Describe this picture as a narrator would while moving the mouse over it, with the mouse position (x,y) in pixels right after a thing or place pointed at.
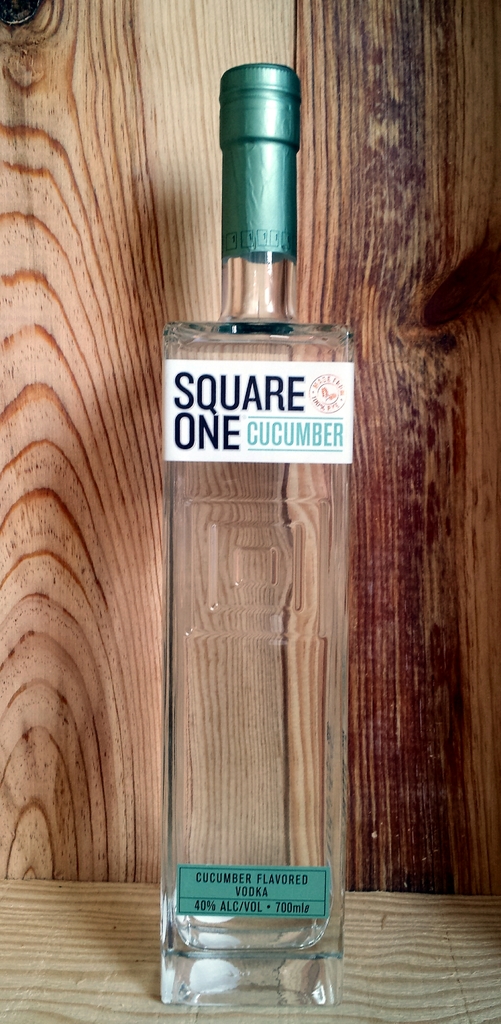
This image has a bottle (277,909) labelled as square one cucumber has a green colour cap (234,247) on it. Back side of the image is a wooden plank (439,363).
